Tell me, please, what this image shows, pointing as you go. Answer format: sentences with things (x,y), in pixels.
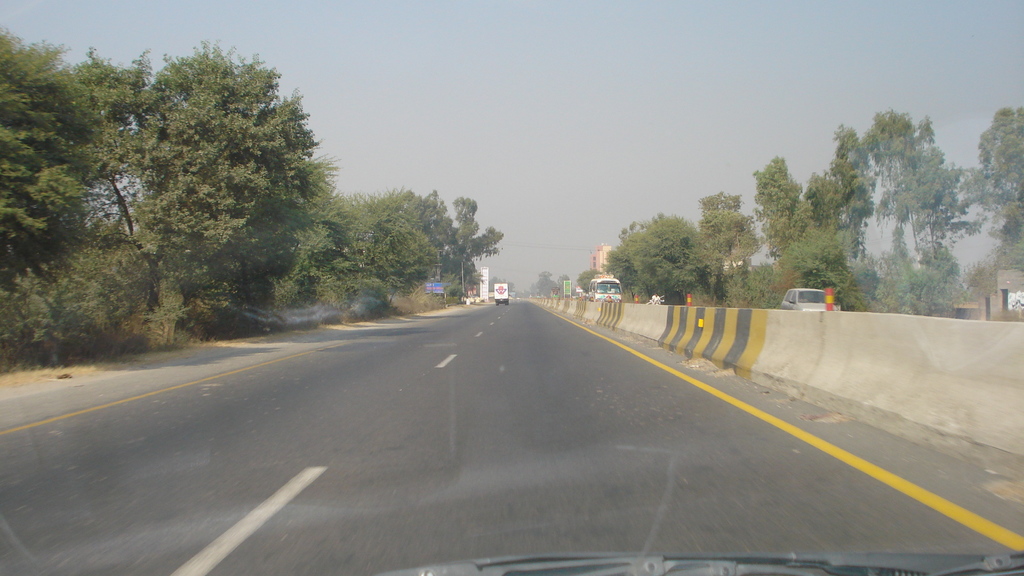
In this picture we can able to see trees (154,201), in-between of these trees (626,273) there is a road (510,350) with divider (863,332). We can able to see vehicles (601,296) on this road (518,375). Far there is a building (603,245).
